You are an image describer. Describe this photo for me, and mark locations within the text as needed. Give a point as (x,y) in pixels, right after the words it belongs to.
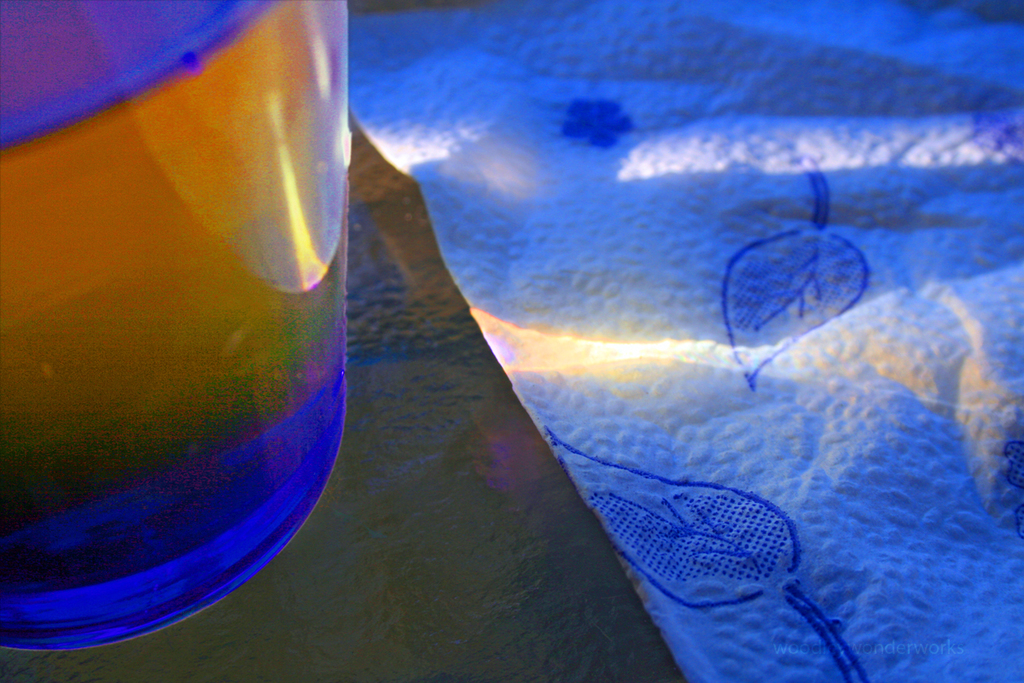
On the left side of the image (216,318), we can see a glass object (169,430) on the black surface (370,493). Here we can see a cloth (883,365). On the right side (819,647) bottom of the image (856,650), there is a watermark (887,652) in the image.
